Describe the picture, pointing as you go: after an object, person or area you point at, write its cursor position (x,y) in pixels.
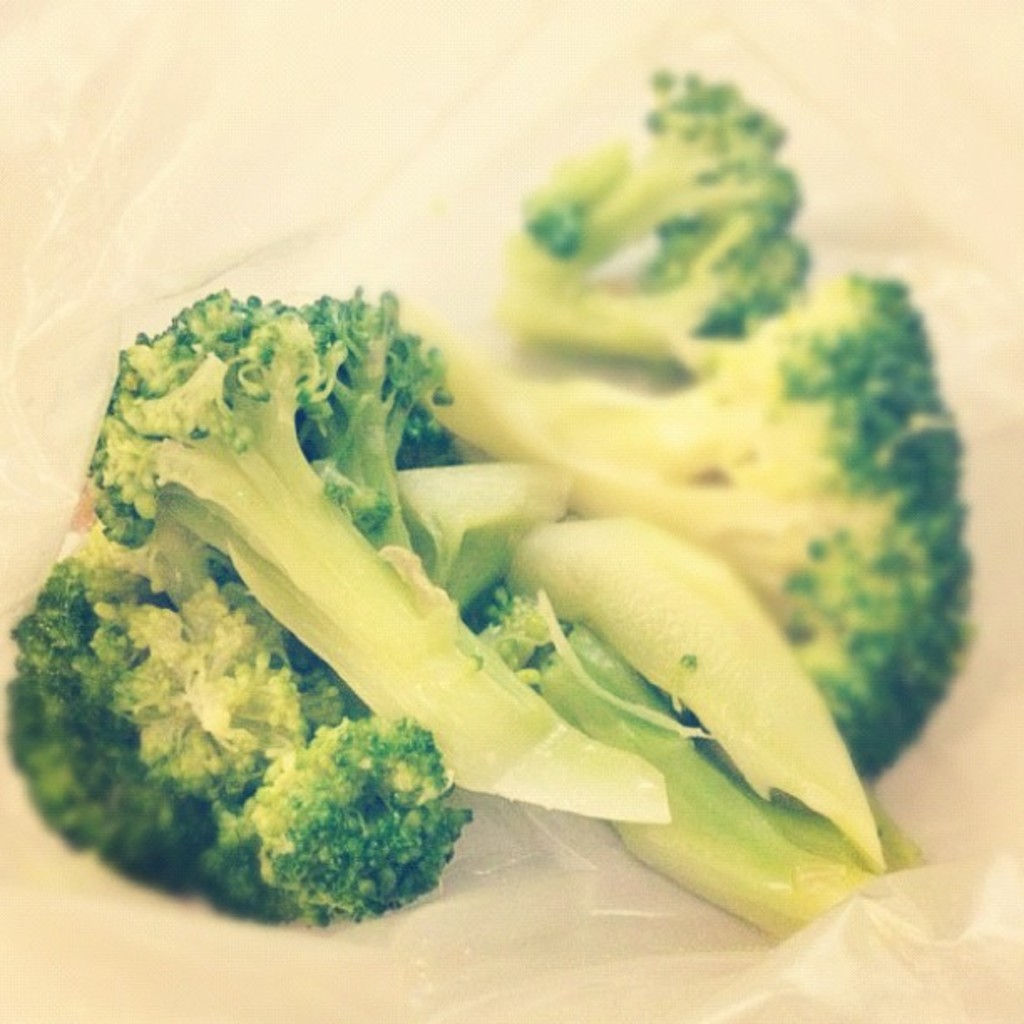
In this image, we can see few broccoli pieces (609,649) in the cover (291,55).
